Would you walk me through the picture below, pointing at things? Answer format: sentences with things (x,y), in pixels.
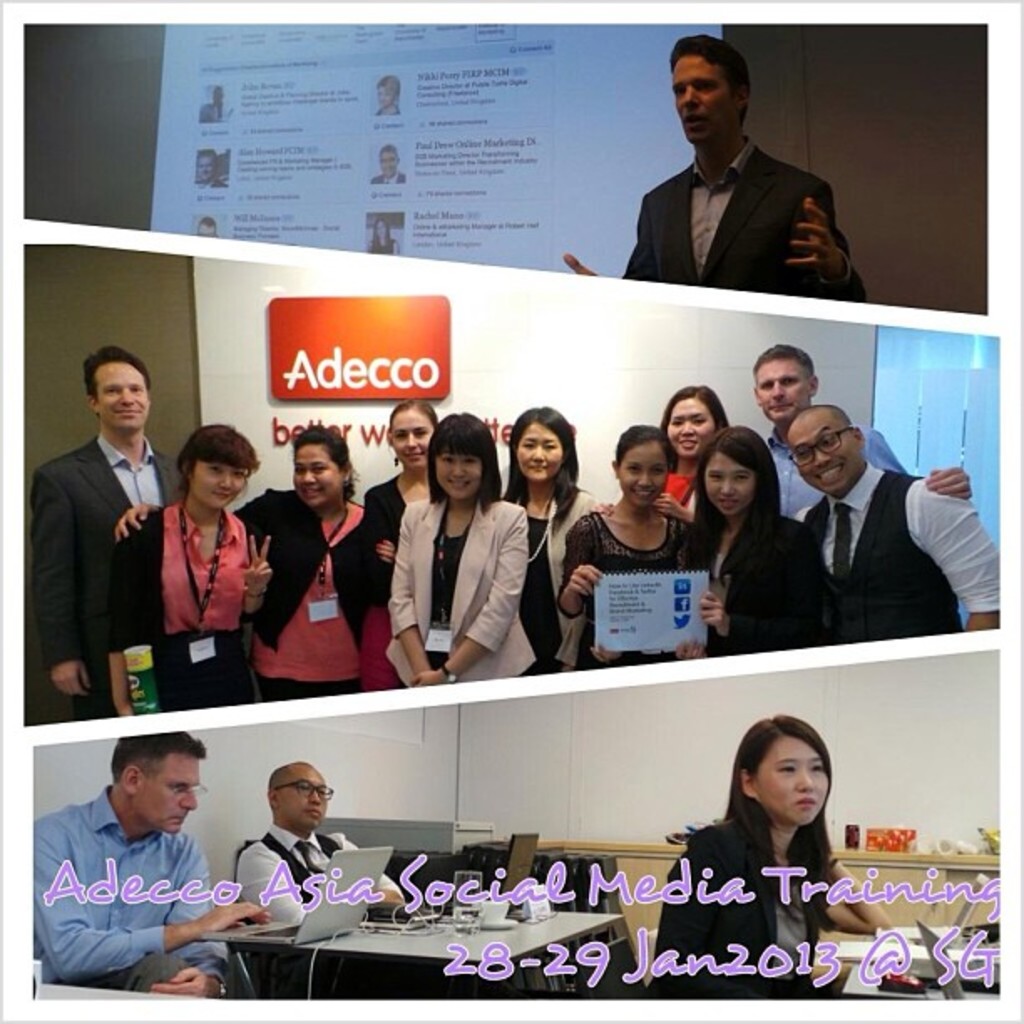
In this image we can see the collage of three pictures. In the top right corner of the image (684,237) we can see a person (575,264) wearing a coat (763,237). In the center of the image (477,498) we can see a group of people (476,553) standing. In the bottom of the image (147,856) we can see three persons (133,856) sitting and two laptops (340,921) and a glass (470,934) are placed on a table (450,934). In the background (299,406), we can see a wall (317,406) with some text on it and a screen (407,126).
